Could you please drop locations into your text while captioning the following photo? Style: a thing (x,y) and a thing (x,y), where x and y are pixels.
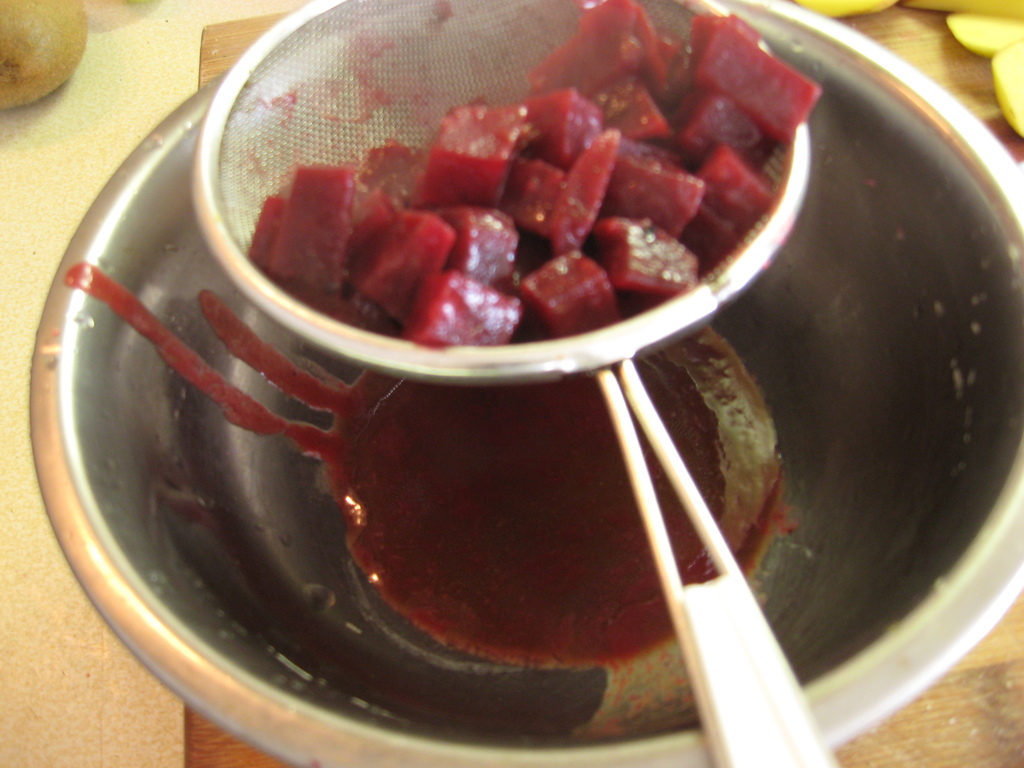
In the image we can see there are beetroot pieces (668,211) kept on the strainer (624,306). There is a juice (585,557) in the bowl (521,676) and there are other fruits (71,38) kept on the table (121,17).
